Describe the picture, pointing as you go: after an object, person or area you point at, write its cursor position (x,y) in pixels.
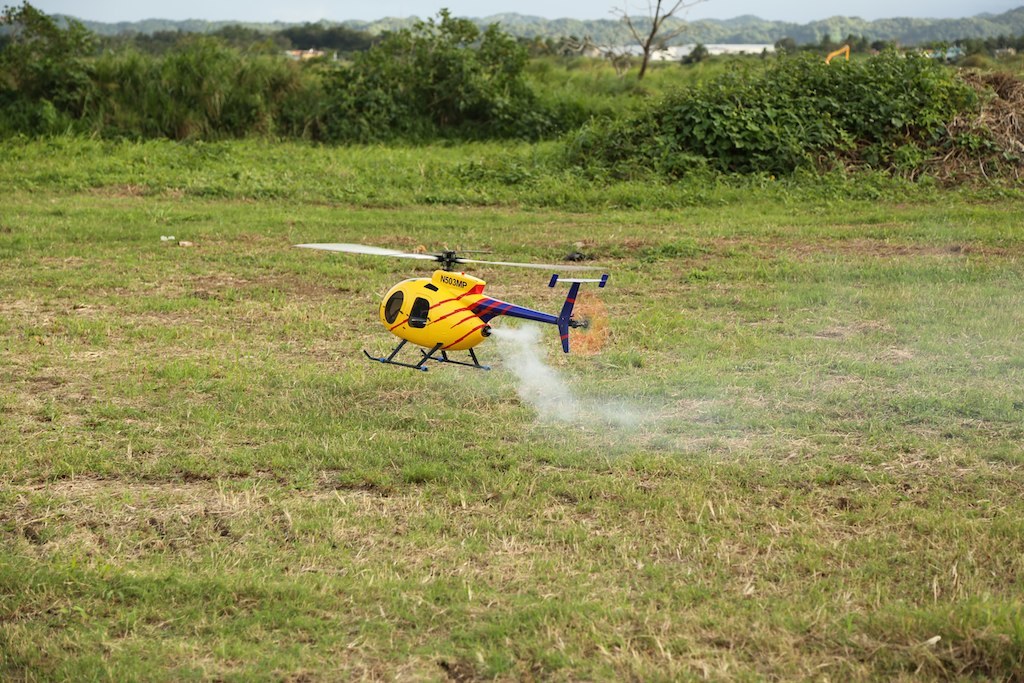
This picture might be taken from outside of the city. In this image, in the middle (461,304), we can see a helicopter (464,316) which is in air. In the background (279,74), we can see some trees (731,67), mountains (480,41). On top (835,1) there is a sky (622,1), at the bottom (895,492) there is a grass (349,398) which is in green color.
